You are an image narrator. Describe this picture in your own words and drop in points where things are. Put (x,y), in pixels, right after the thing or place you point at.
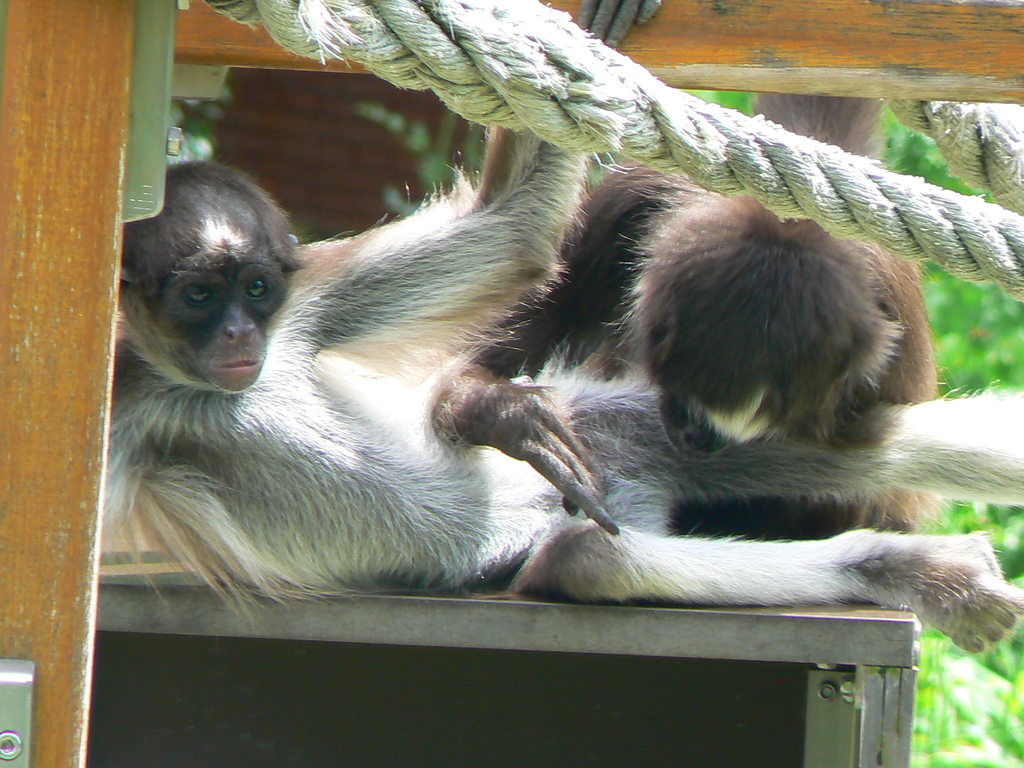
In this picture, we can see two animals (458,486) resting on an object (810,629), and we can see the wooden frame (57,225) with a rope (948,225), and we can see the blurred background (1008,751).
